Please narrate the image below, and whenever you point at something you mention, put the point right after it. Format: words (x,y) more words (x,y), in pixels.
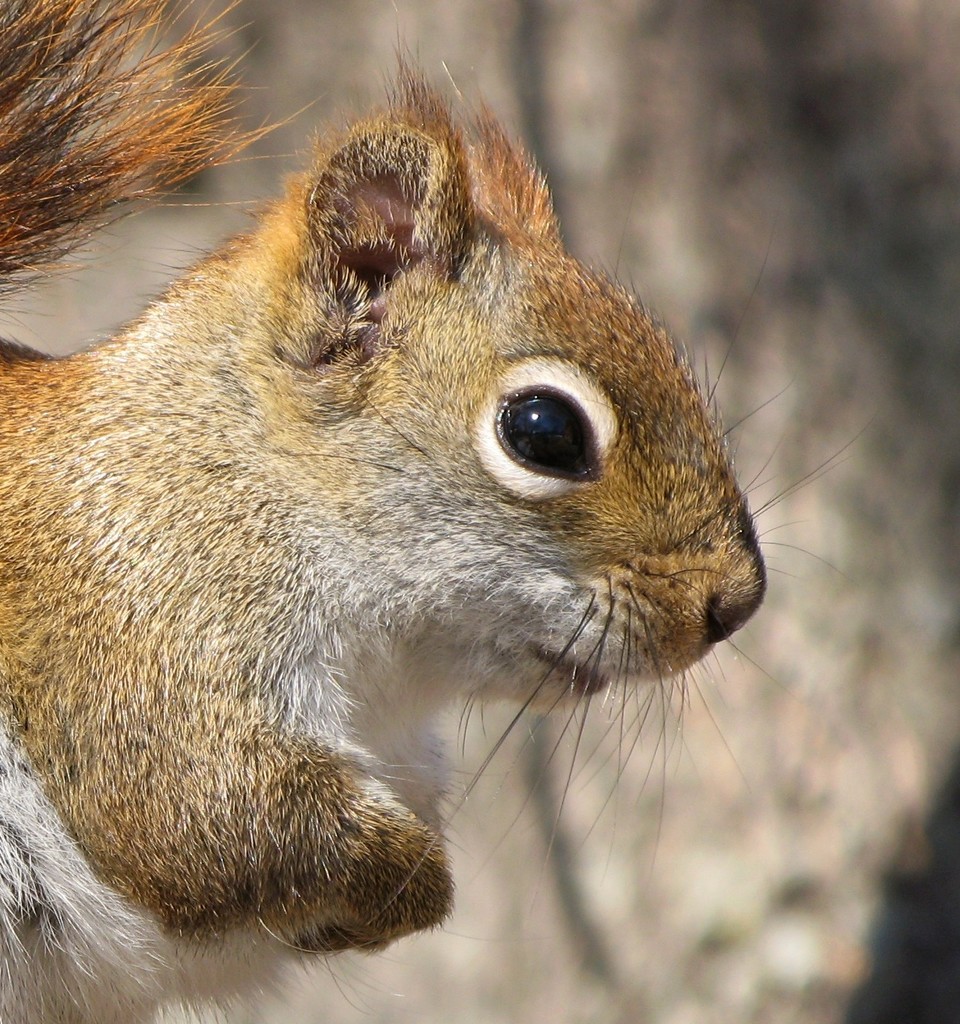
In the foreground of the image (89,611) there is a squirrel (359,383). The background of the image (391,62) is not clear.
